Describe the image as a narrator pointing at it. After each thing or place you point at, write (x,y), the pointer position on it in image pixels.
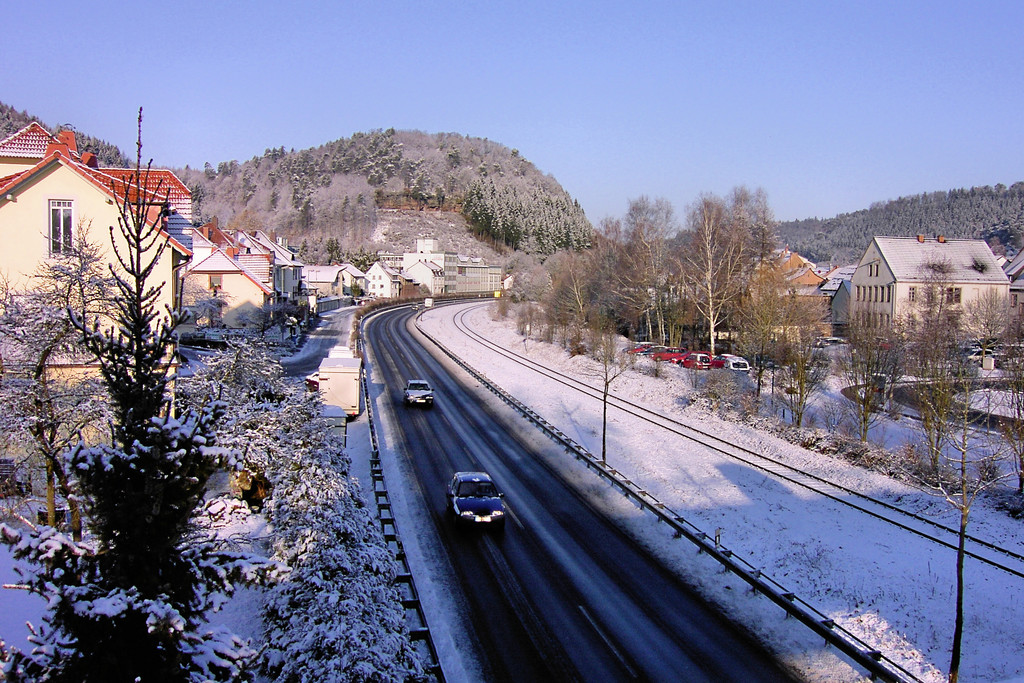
In this image I can see a road (521,679), on the road (589,539) I can see vehicles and I can see houses (91,287) and trees (28,427) vehicles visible on the left side (75,386) and on the right side (937,218) and in the middle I can see the hill (307,210) at the top (547,108) I can see the sky (899,66) and I can see snowfall (576,431) on trees (141,470) and road (397,358) visible in the middle (421,370).
